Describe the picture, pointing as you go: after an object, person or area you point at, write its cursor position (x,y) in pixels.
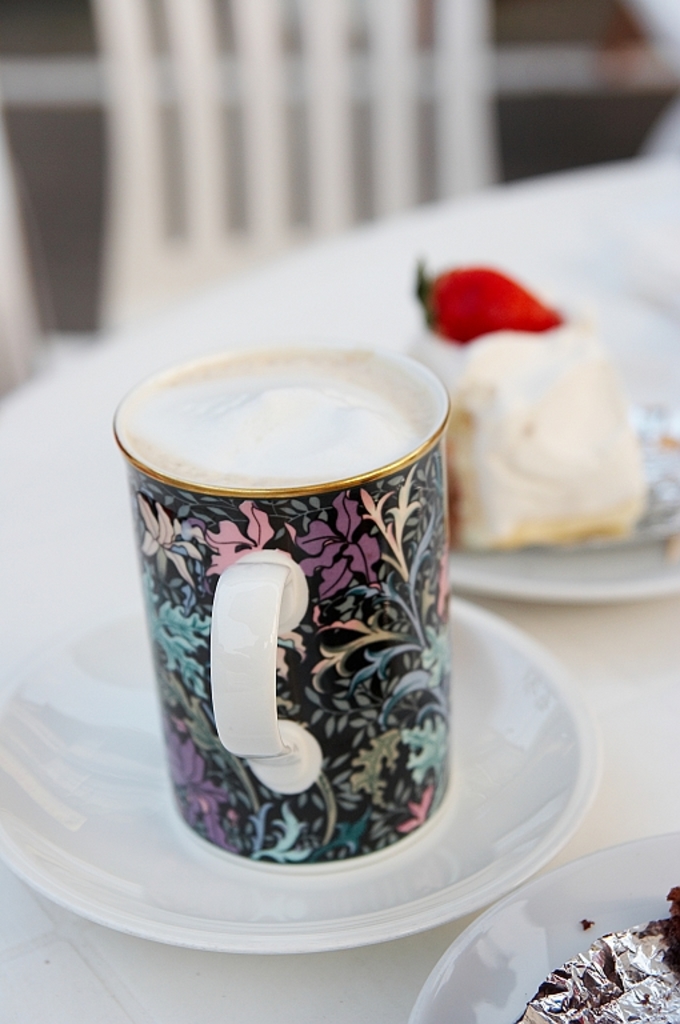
In this picture we can see a cup (202,832) and this is the saucer (208,888). And there is a food (592,497) on the plate (609,555). And this is the chair (312,72).
